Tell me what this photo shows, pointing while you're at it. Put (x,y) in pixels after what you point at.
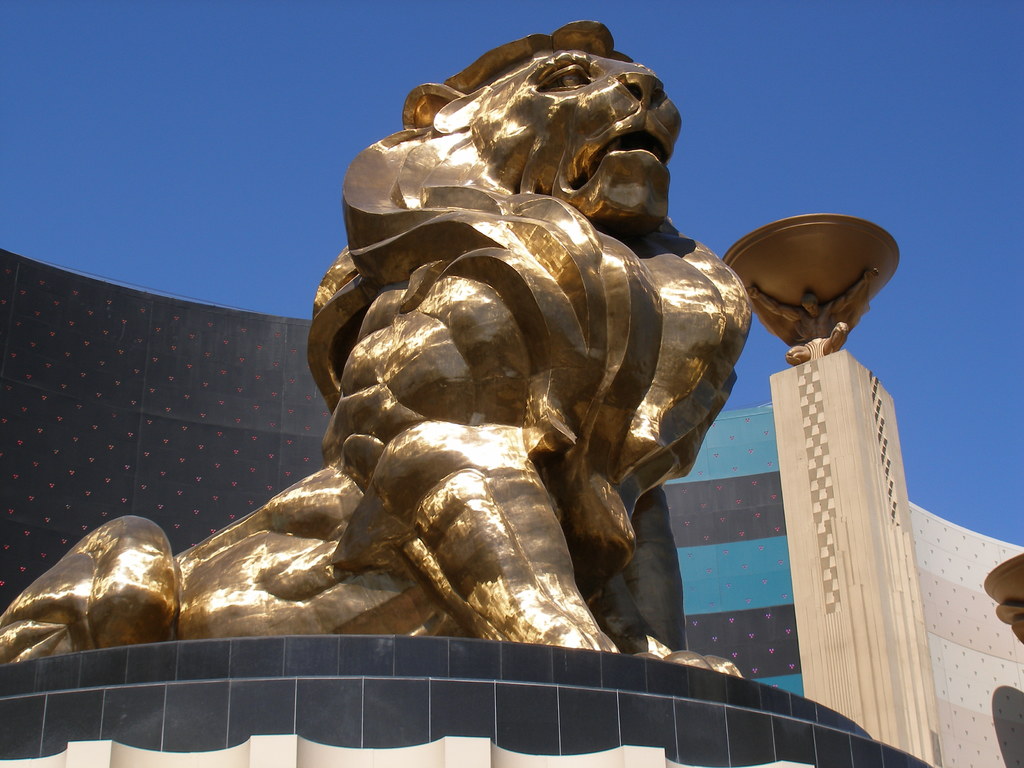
In the center of the image (645,365), we can see a statue (432,506) and on the right (851,287), there are statues (756,267) and in the background (174,409), there is a wall (138,426). At the top (224,77), there is sky (224,77).
